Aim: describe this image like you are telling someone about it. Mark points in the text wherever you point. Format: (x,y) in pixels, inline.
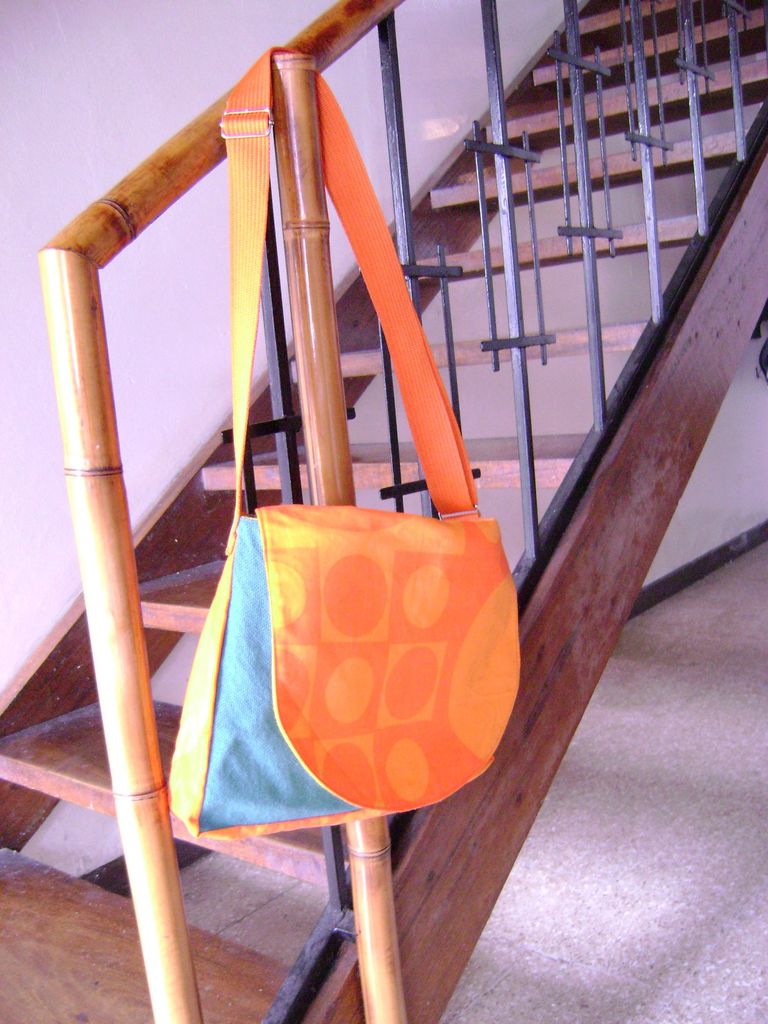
This picture describe about a wooden stairs (647,20) going upwards and a black iron grill (380,326) on it, with a orange bag (252,545) hanging on it.
